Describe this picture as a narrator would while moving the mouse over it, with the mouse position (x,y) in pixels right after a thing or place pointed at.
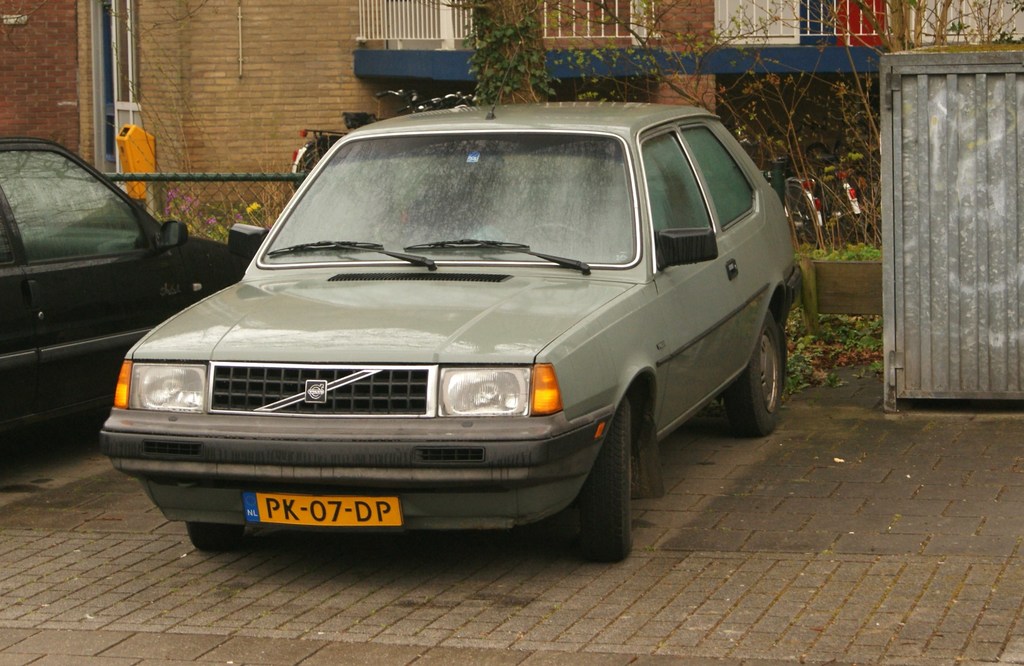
In this image I can see few vehicles (330,256) on the road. Back I can see a building (211,54), door (129,16), fencing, trees (534,22), net fencing (193,187) and ash color box (902,218).
